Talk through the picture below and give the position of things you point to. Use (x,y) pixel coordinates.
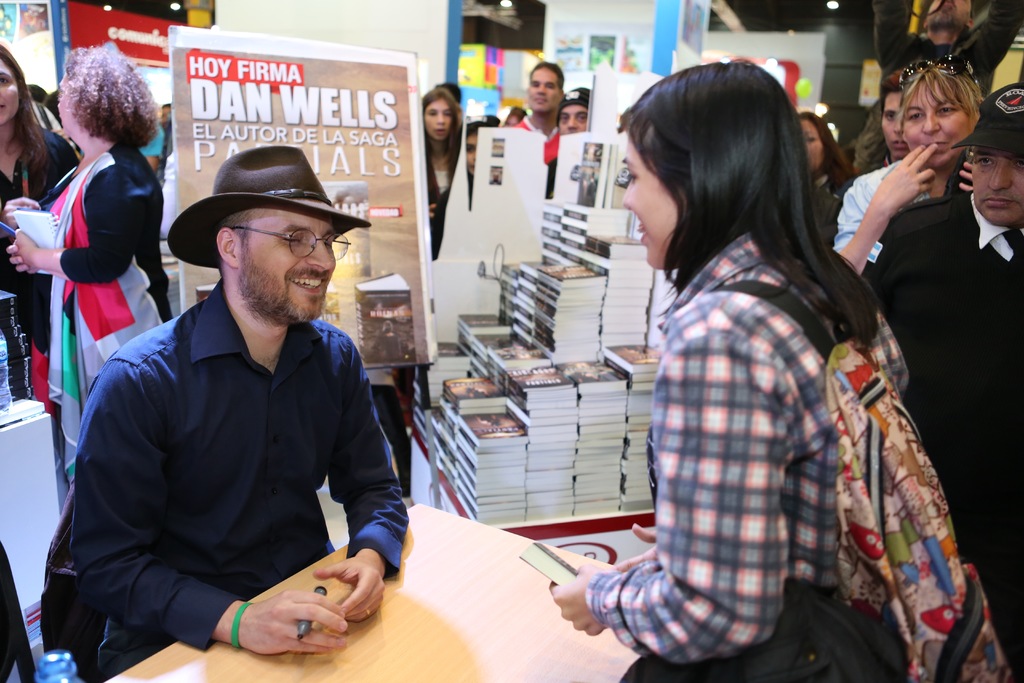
In this picture we can see a group of people (922,364), books (497,331), posters (392,80), bottle (3,344), table (533,593), bag (846,524), goggles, pen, cap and a man (312,332) wore a hat (261,203), spectacle (296,237) and sitting on a chair (66,520) and smiling and some objects (488,185) and in the background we can see the lights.
